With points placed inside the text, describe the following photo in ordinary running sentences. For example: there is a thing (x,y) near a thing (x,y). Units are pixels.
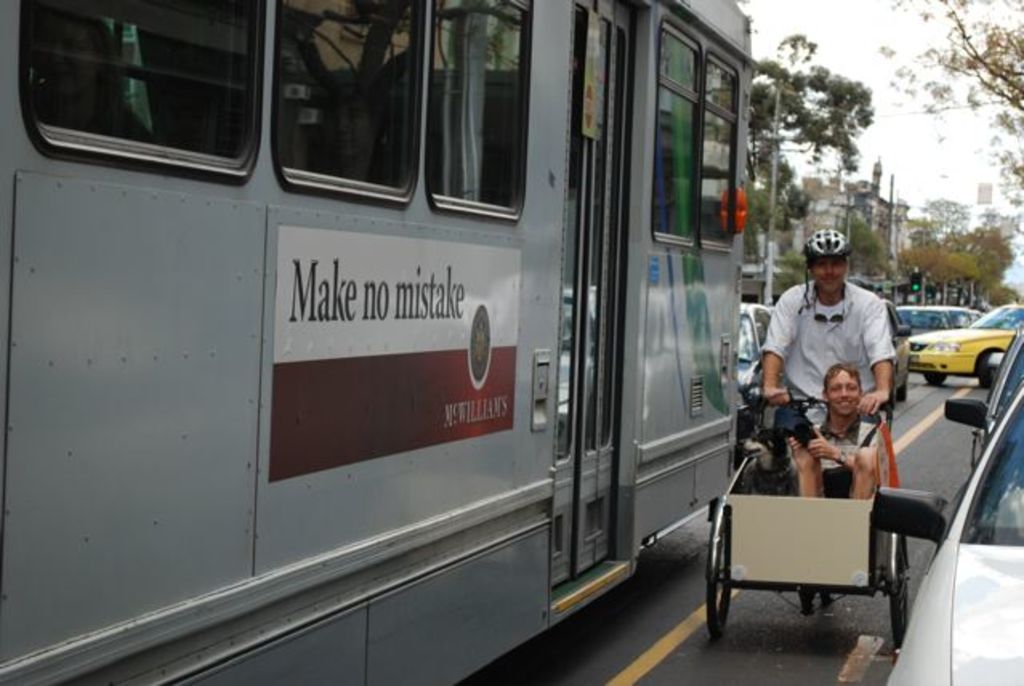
In this image I see number of vehicles (335,374) and I see 2 men (791,345) and a dog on this thing (802,515) and I see the road (761,632) on which there is an yellow line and I see few words (296,265) written and I see a logo (476,350) over here. In the background (804,40) I see the trees (973,258), buildings (857,191) and the sky (922,133).
